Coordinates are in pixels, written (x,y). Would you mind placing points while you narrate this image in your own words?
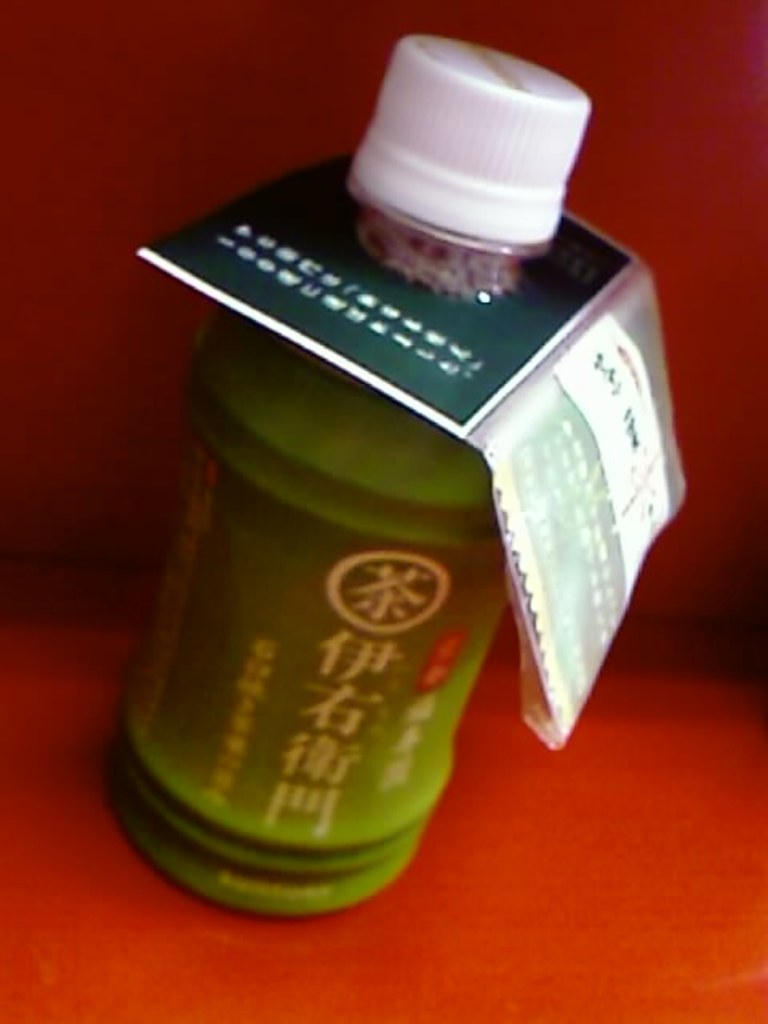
This is a bottle (339,615).
